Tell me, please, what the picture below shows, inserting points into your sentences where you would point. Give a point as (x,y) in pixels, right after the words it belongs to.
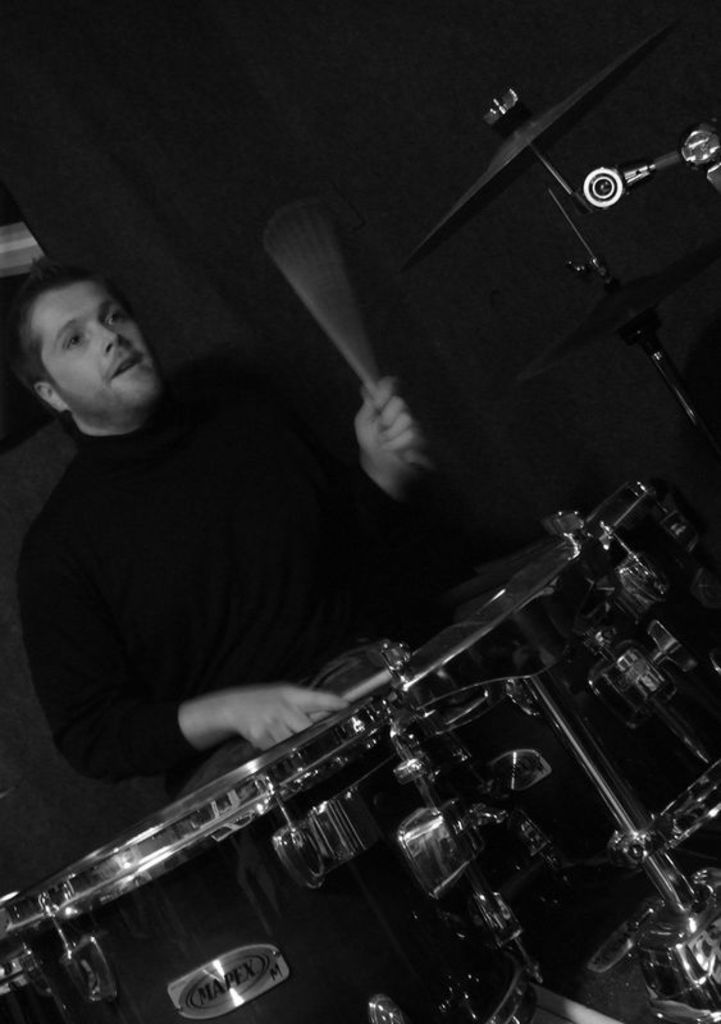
In this image I can see a drum set (488,821) in the front (531,641) and behind it I can see a man (435,552), I can see he is holding few drumsticks (356,692) and on the bottom side of this image (265,954) I can see something is written. I can also see this image is black and white in colour.
